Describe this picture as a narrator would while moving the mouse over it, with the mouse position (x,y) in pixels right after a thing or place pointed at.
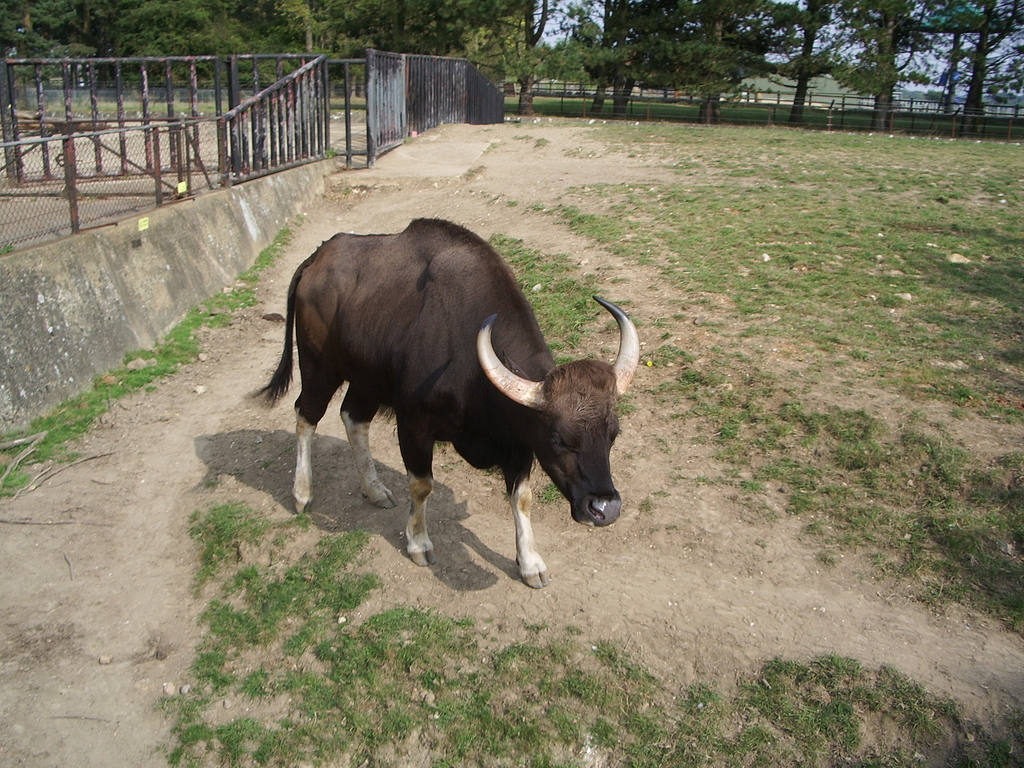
In this picture there is a bison (354,250) in the center of the image (381,308) and there is a boundary (323,104) in the top left side of the image (215,108) and there are trees (522,51) at the top side of the image (196,49).
